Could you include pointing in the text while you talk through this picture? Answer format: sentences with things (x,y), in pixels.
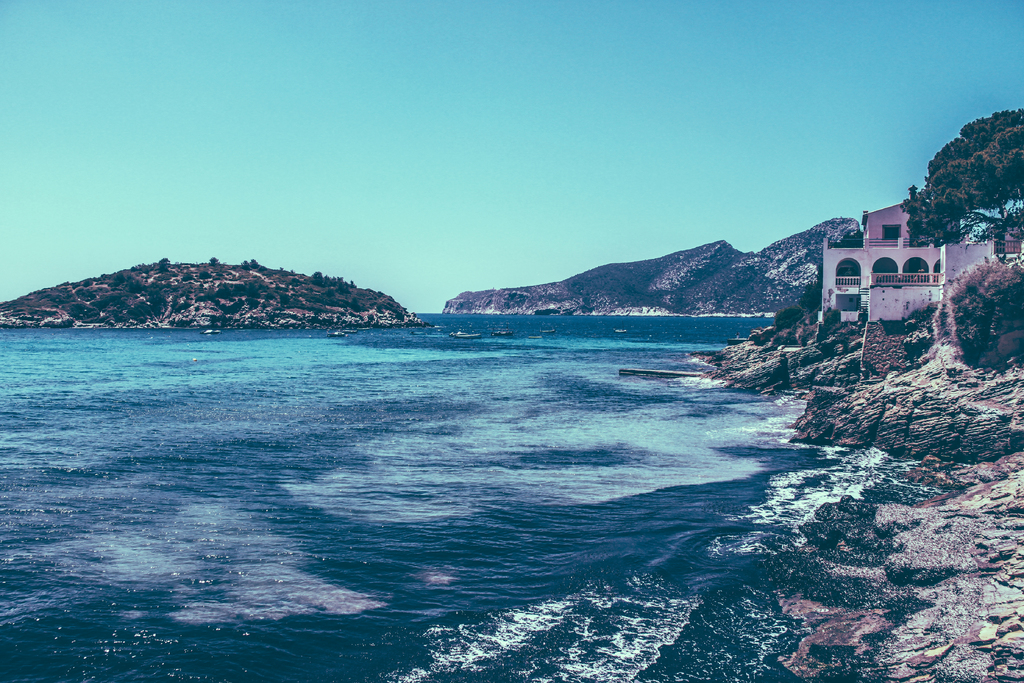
In this image we can see an ocean (456,489) and mountains (273,282). Right side of the image (961,209) building (940,272) and trees (953,197) are present.
